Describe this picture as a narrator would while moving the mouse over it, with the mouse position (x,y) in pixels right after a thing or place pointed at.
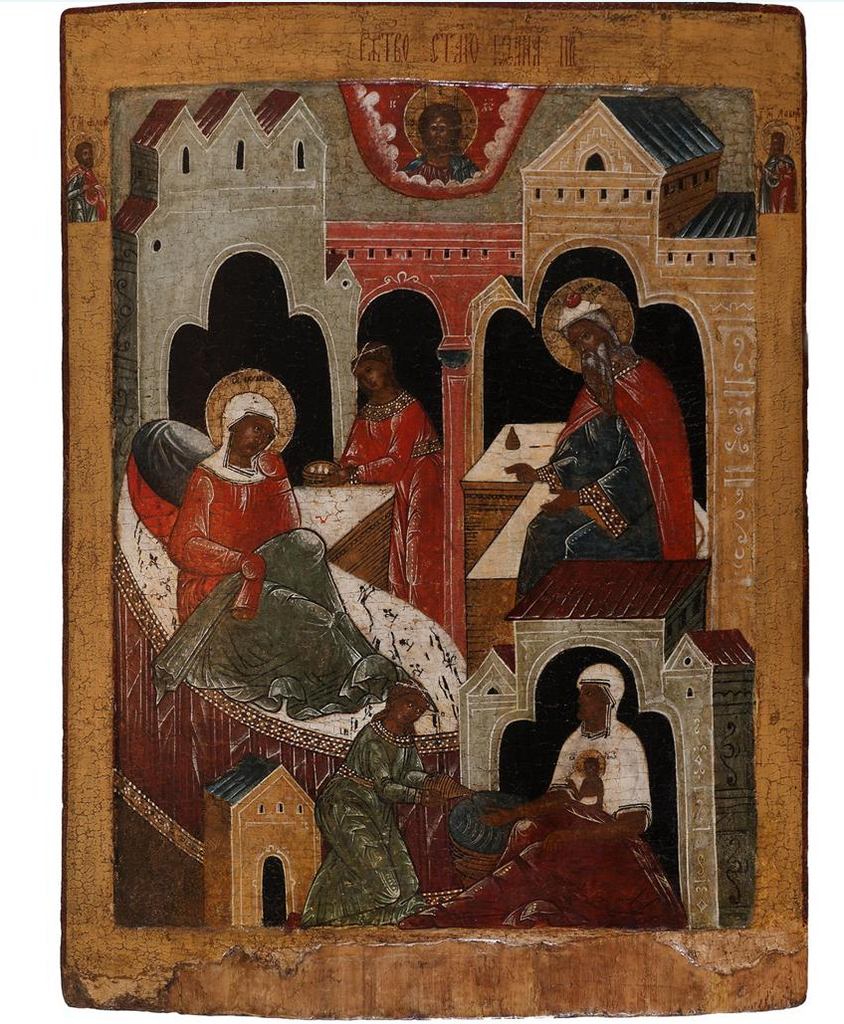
In the image we can see the painting (428,725) on the wall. In the painting (371,566) we can see there are people (588,527) wearing clothes (423,559) and we can see the building (557,219).
